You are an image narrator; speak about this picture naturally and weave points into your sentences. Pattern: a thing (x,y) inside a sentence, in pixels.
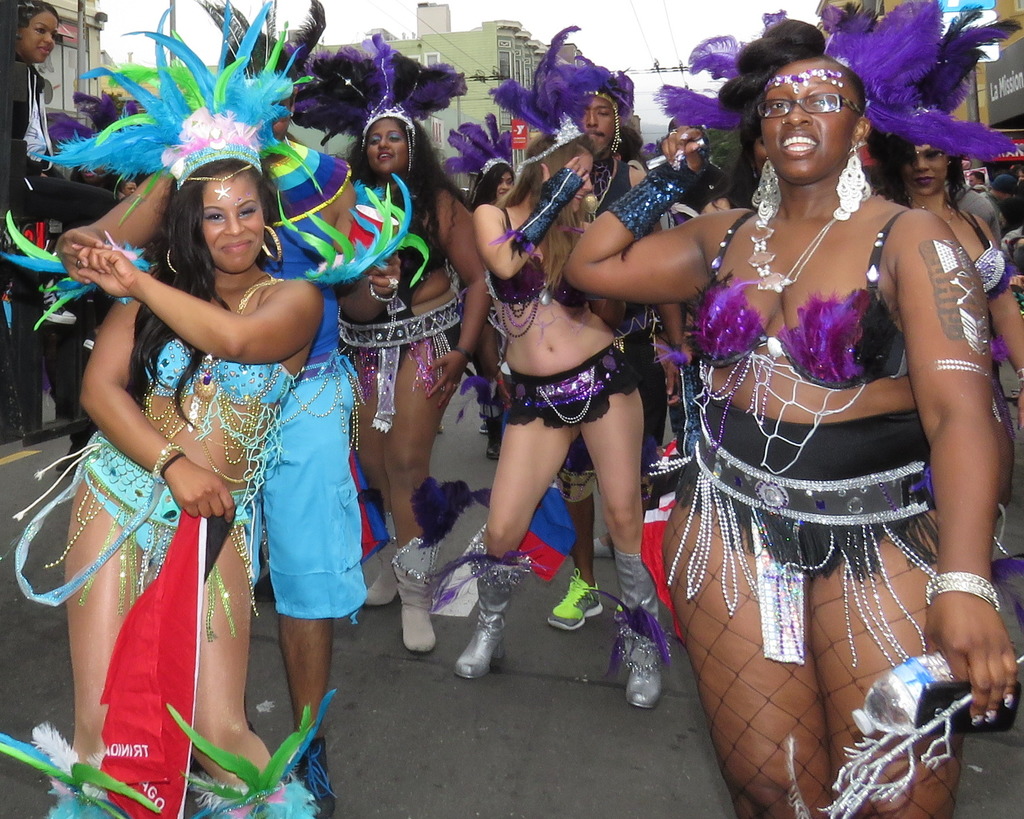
In this picture there is a woman (897,248) who is wearing purple and black dress (722,320). And she is holding water bottle (919,675), beside we can see many peoples (391,403) were dancing. On the left (214,156) we can see another woman (80,295) who is wearing blue dress (252,486) and holding a flag (151,769). In the background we can see the buildings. At the top (683,31) there is a sky (597,1).
